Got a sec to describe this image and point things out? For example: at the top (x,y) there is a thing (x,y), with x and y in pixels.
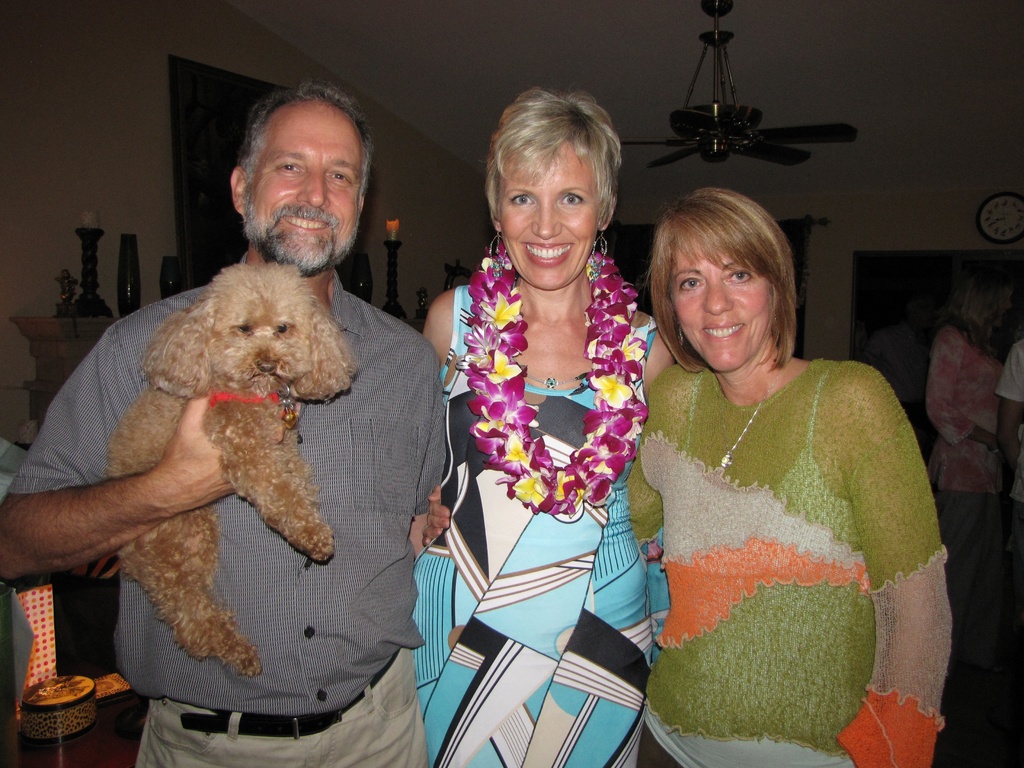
In this picture I can see a man (321,235) and 2 women (688,321) and I see that they're standing and smiling and I see the man (351,213) is holding a dog (278,425). In the background (52,78) I see the wall (57,5), a fan (759,144) on the ceiling (664,123), few things (97,246) on the left side of this image (92,261), a clock (1016,204) on the right side of this image (990,220) and I see few people (932,353).
